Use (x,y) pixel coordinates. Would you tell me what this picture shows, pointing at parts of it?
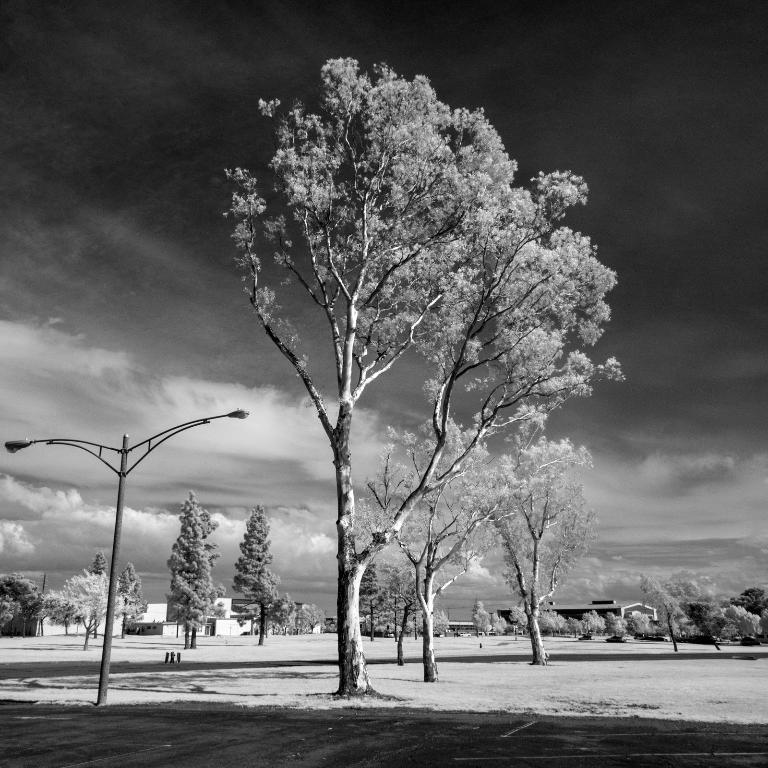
In this black and white picture there are trees (353,631) on the ground (314,638). To the left (117,522) there is a street light pole (111,631). In the background (183,614) there are trees (591,614). At the top (250,119) there is the sky (167,365).
